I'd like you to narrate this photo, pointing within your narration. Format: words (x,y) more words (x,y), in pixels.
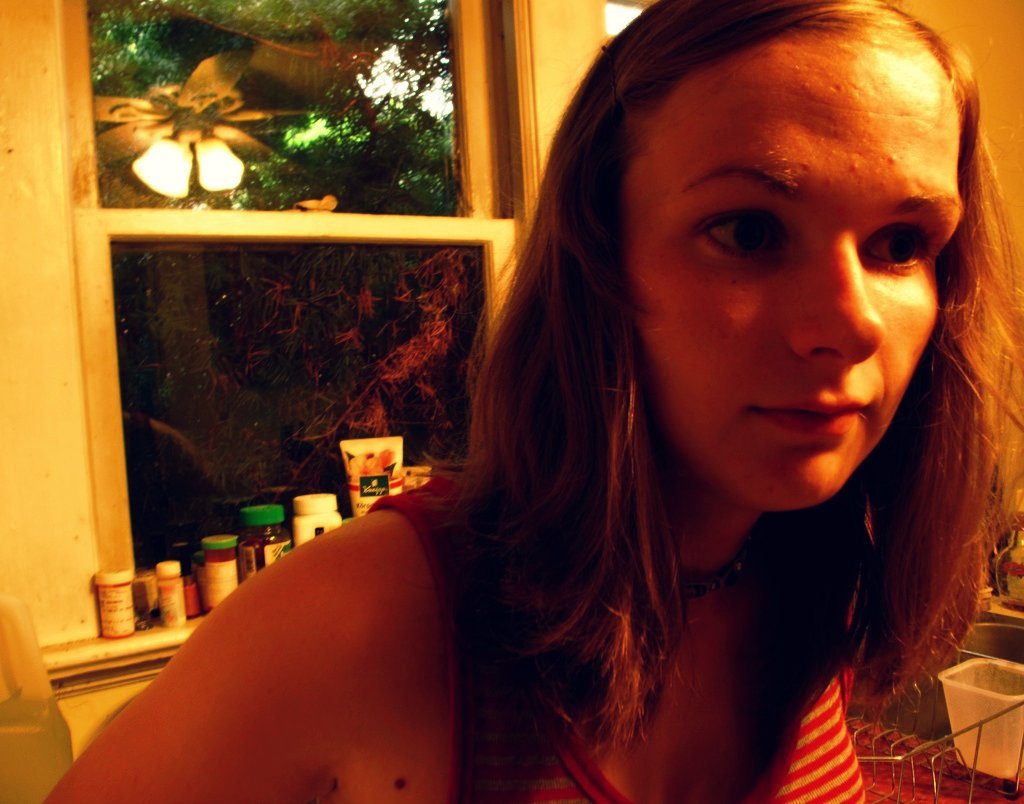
In this image I can see the person (502,670). In the background (178,606) I can see the tubes (356,510) and many jars (217,582) on the window (141,654). To the right (915,707) I can see some baskets (979,684). I can see the trees (262,310) through the window (222,186).
